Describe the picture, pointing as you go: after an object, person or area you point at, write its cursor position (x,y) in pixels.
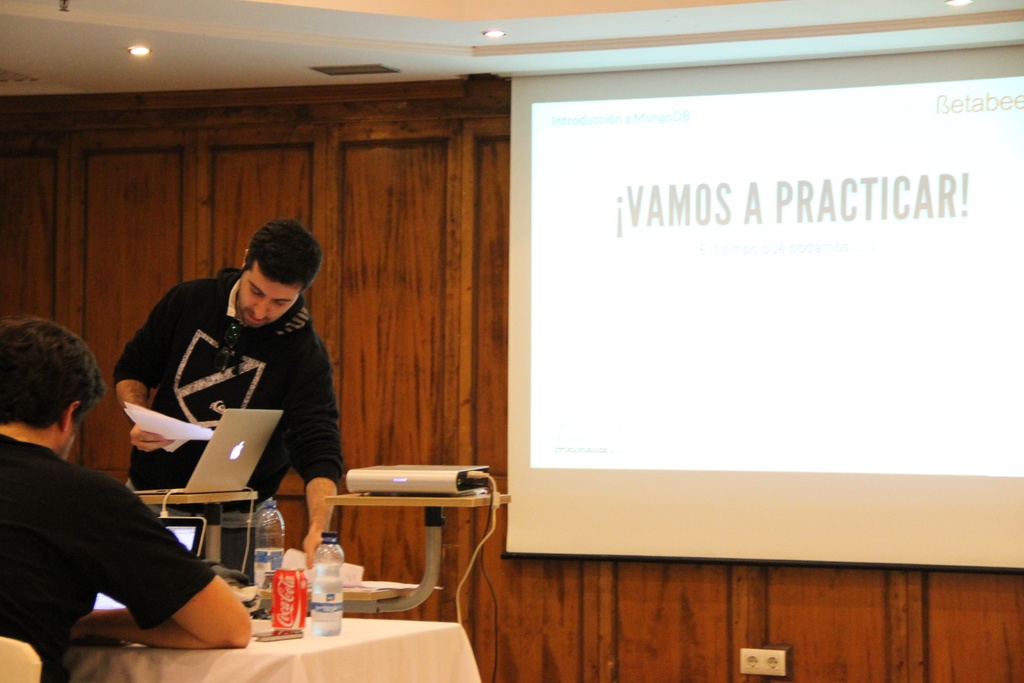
In this image in the front (167,622) there is a person (12,587) sitting and in the center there is a table (353,630), on the table (338,644) there are bottles (281,560), there is a laptop (186,544). In the background (220,398) there is a person (221,399) standing and there is a laptop (204,480) and there is a projector (425,475) and there is the wall (471,306) and in front of the wall (500,295) there is a screen (707,326) and on the screen (788,278) there is some text (914,207) visible and on the top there are lights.
